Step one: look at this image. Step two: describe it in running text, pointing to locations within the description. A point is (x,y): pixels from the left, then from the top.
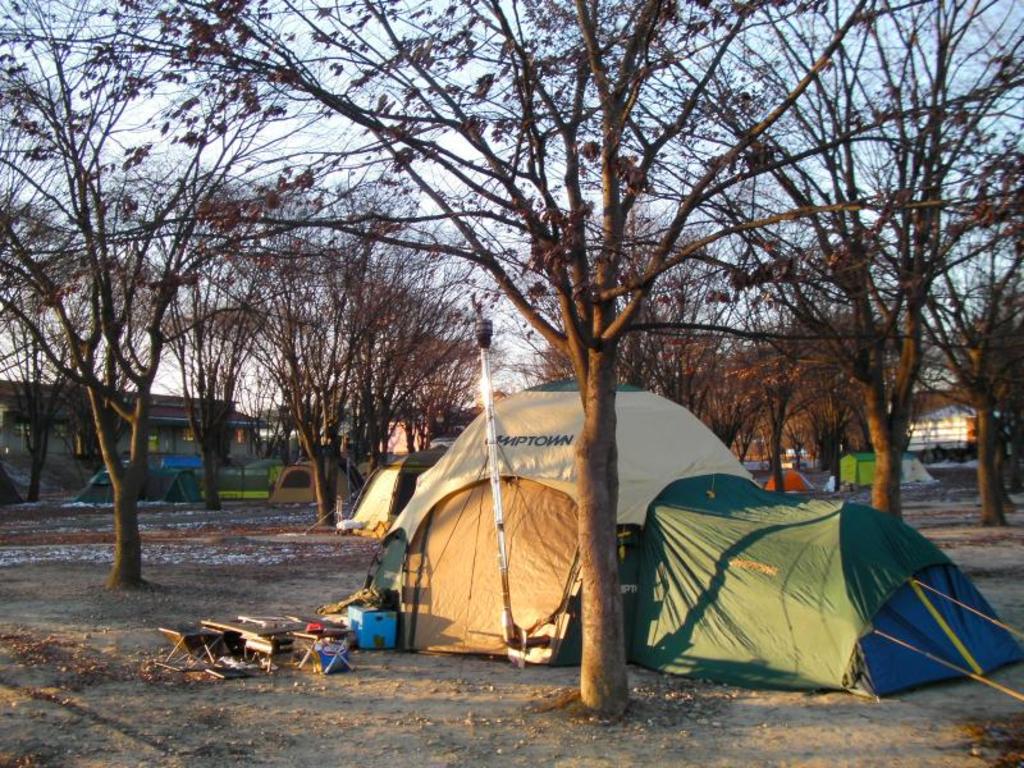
In this image I can see many tents (462,608), trees (606,657) and some objects (260,628) on the ground (321,730). In the background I can see the houses (128,451) and the sky (81,72).
